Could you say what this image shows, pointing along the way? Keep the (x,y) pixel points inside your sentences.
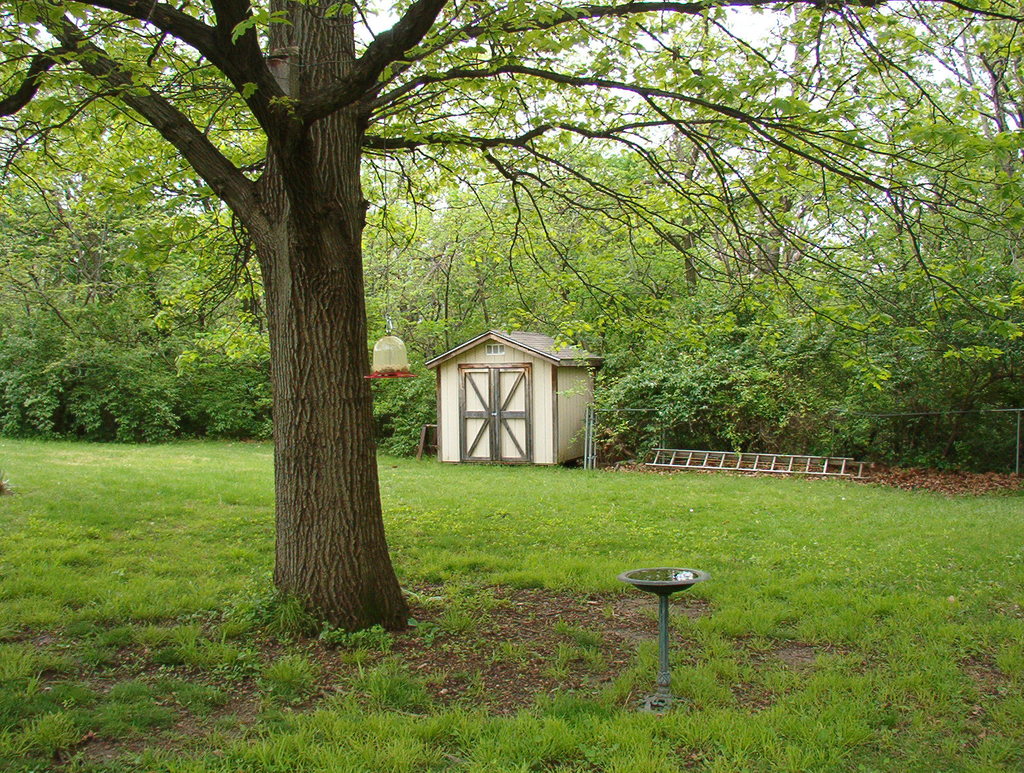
In the picture we can see a grass surface (601,643) on it we can see a tree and some far away we can see a hut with doors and beside it we can see a ladder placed on the surface (620,467) and behind the hut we can see many trees (817,280) and a part of the sky (758,136) from it.
